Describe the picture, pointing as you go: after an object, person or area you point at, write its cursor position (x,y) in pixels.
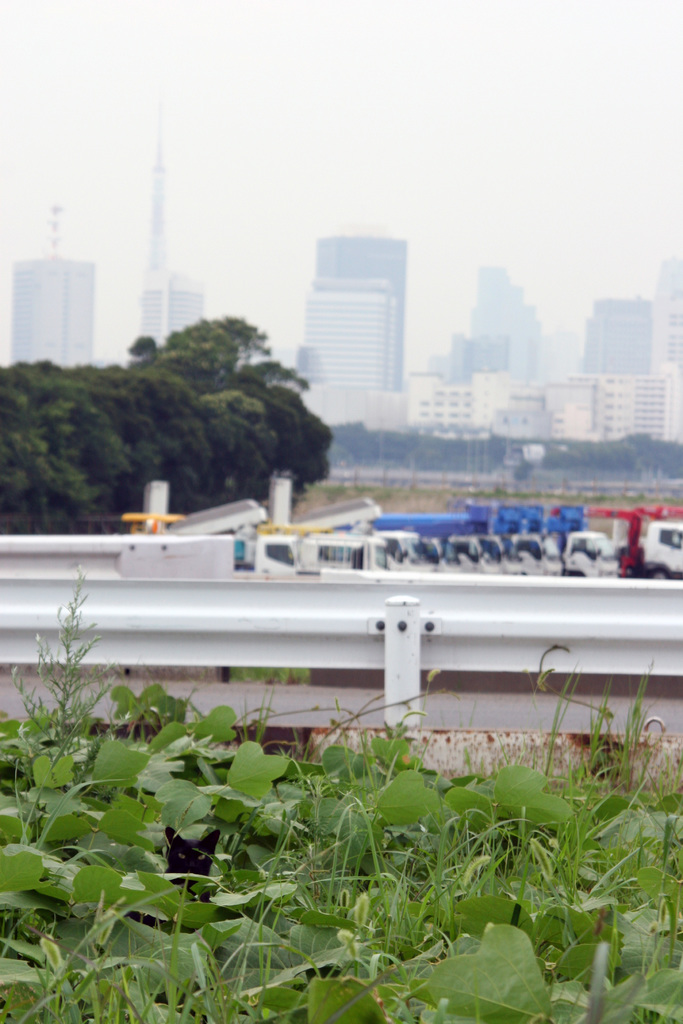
In this image there are plants (272,842). Behind the plants (272,843) there is a railing (333,652). Behind the railing (199,605) there are trucks (249,545) on the ground (477,489). In the background (353,290) there are buildings (324,290), skyscrapers (192,297) and trees (232,402) on the ground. At the top (317,71) there is the sky (237,79).
